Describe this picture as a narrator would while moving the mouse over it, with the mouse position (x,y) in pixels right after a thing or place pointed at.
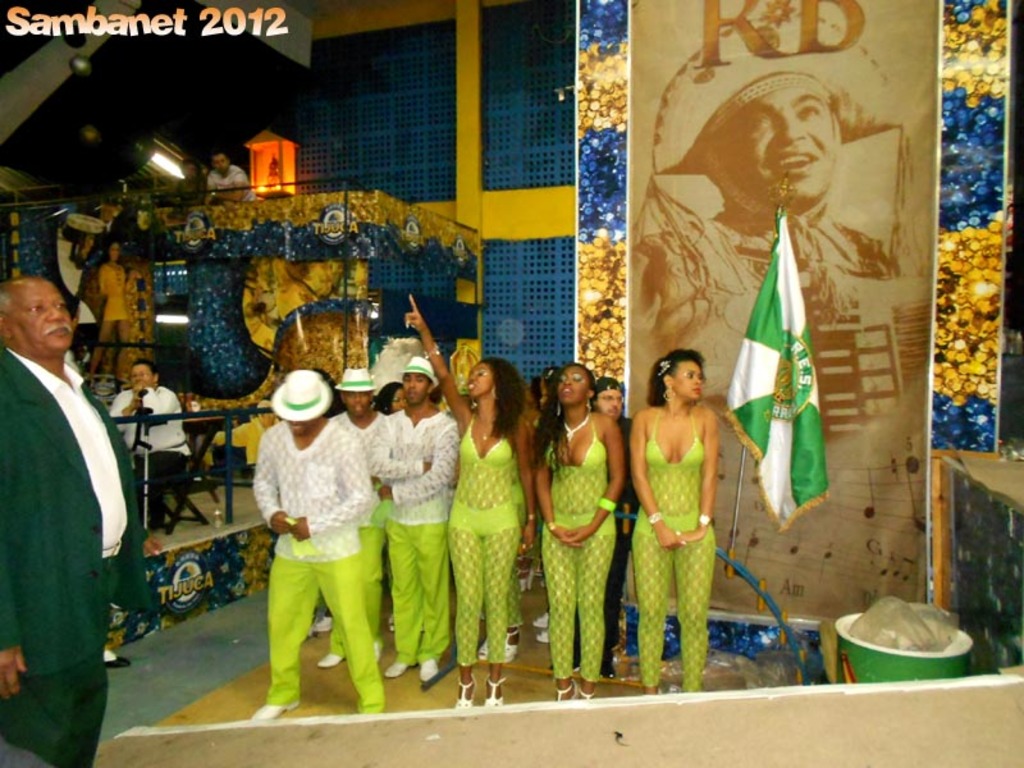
In this image we can see few people (400,579) standing on the floor (540,679), on the right side of the image (816,277) there is a banner (804,132), flag (753,424) and a trash bin (902,662), on the left side of the image (161,157) there is a light (169,168) to the ceiling (264,121) and an object (271,155) which looks like a lamp (269,151).
